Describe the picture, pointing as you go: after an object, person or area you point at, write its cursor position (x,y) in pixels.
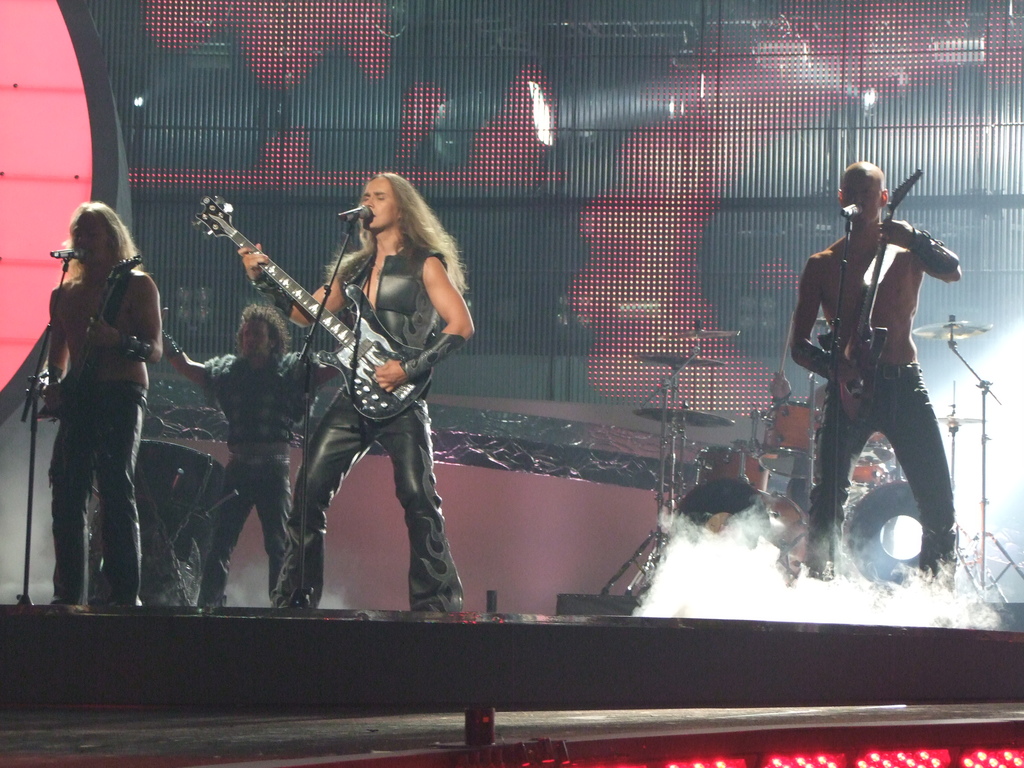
Here a person (421,364) is standing and also singing a song.
